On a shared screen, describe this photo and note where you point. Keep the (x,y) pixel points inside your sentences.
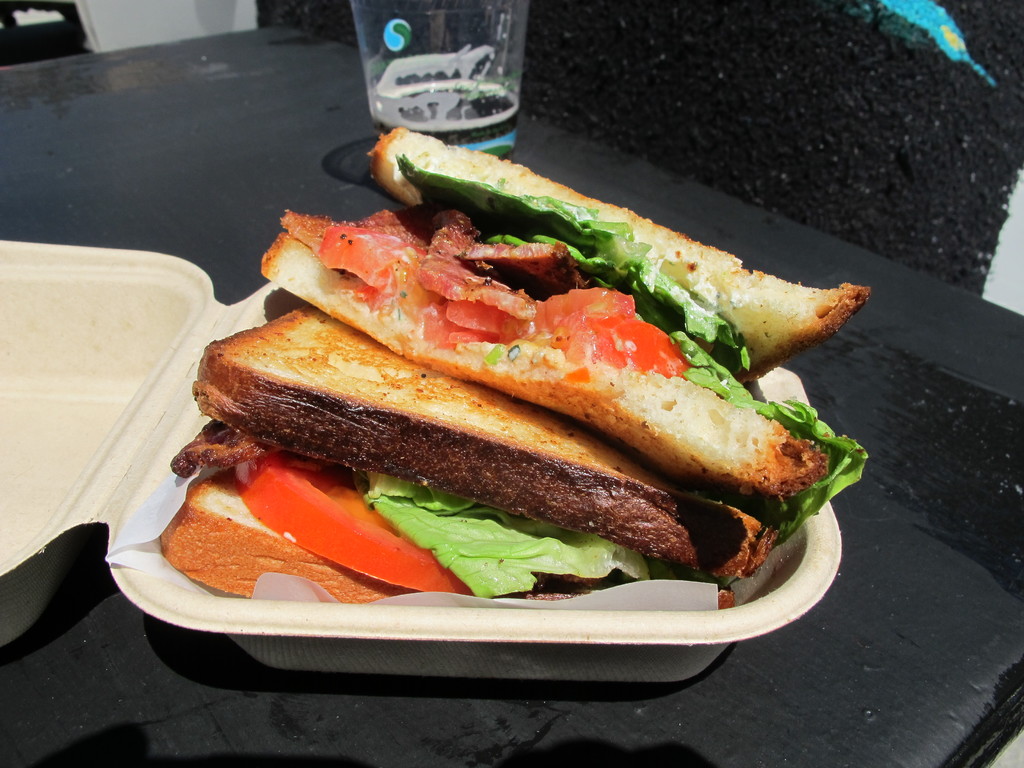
On a black table (244,725) there are sandwiches (388,479) in a box (22,487) and there is a glass (433,114).
